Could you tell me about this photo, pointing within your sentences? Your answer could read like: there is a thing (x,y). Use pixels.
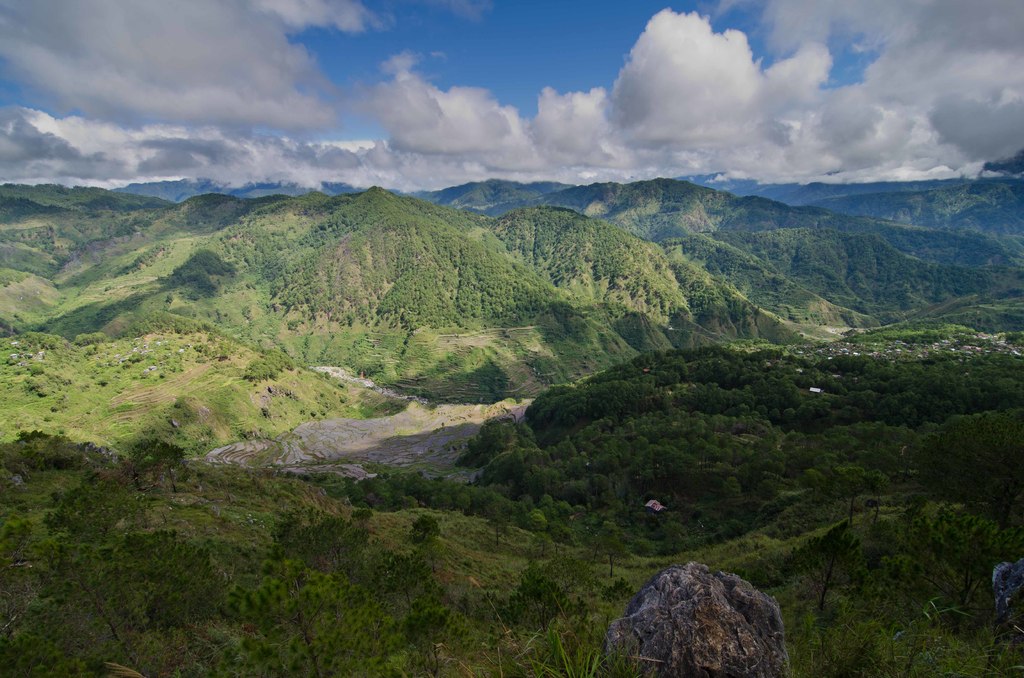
In this image in front (698,665) there are rocks (658,624). In the background of the image (625,517) there are trees (466,257), mountains (631,235) and sky (479,18).
